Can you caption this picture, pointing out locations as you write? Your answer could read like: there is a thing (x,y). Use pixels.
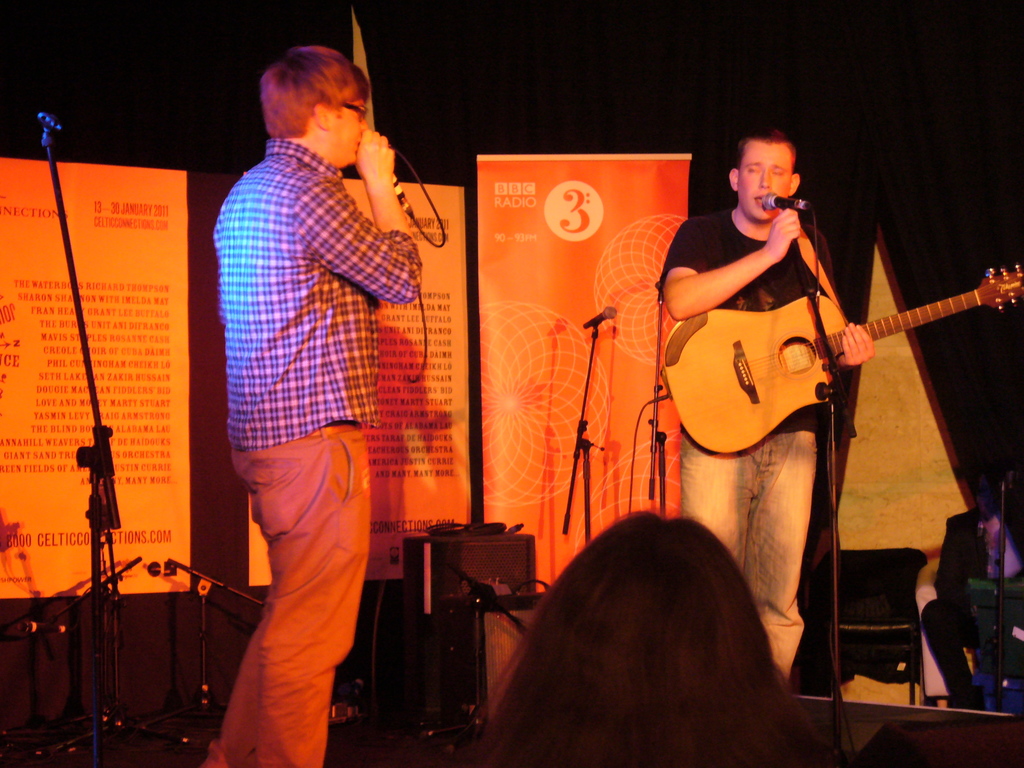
In the middle of the image (350,464) a man (267,245) is standing and holding a microphone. Behind him there are few banners (81,222). Bottom right side of the image (784,528) a man (784,144) is standing and holding a guitar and singing on the microphone (770,209). In the middle of the image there are few electronic devices (415,559). Bottom of the image (680,559) a person (705,618) is standing. Bottom right side of the image (981,535) a person (987,552) is sitting.
